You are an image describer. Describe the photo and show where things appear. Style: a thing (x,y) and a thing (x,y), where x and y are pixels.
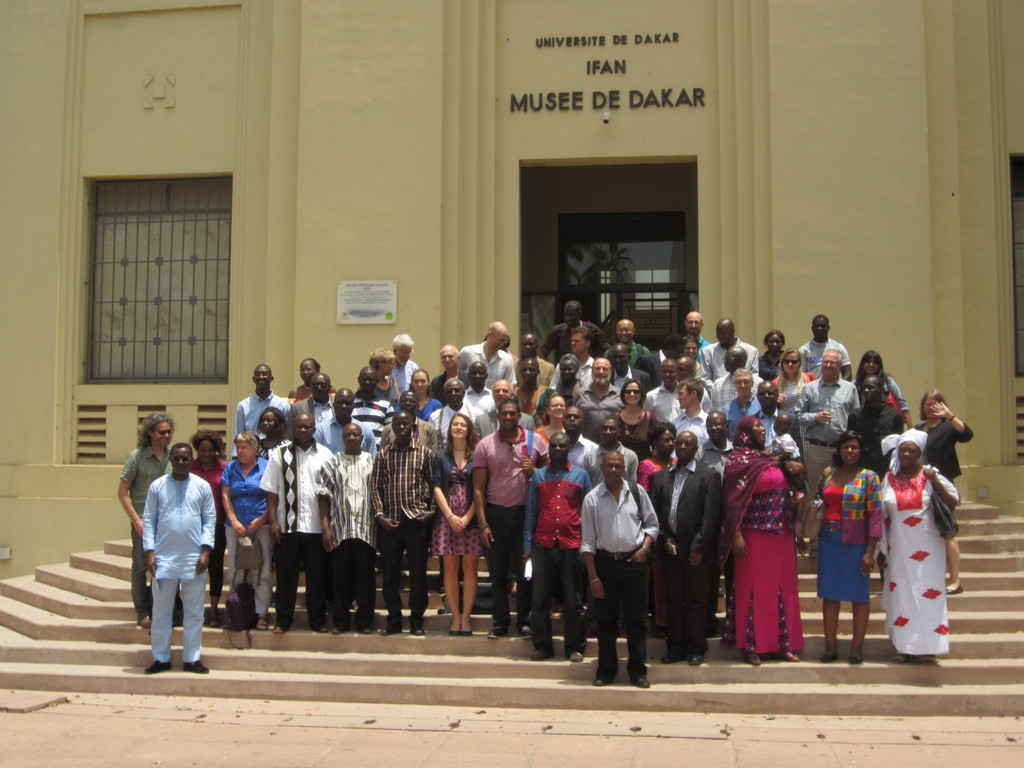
In this image there are so many people (657,453) standing on the stairs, behind them there is a building (325,248), there is a board (359,295) and some text (532,98) on the wall (585,77) of the building (373,133).
